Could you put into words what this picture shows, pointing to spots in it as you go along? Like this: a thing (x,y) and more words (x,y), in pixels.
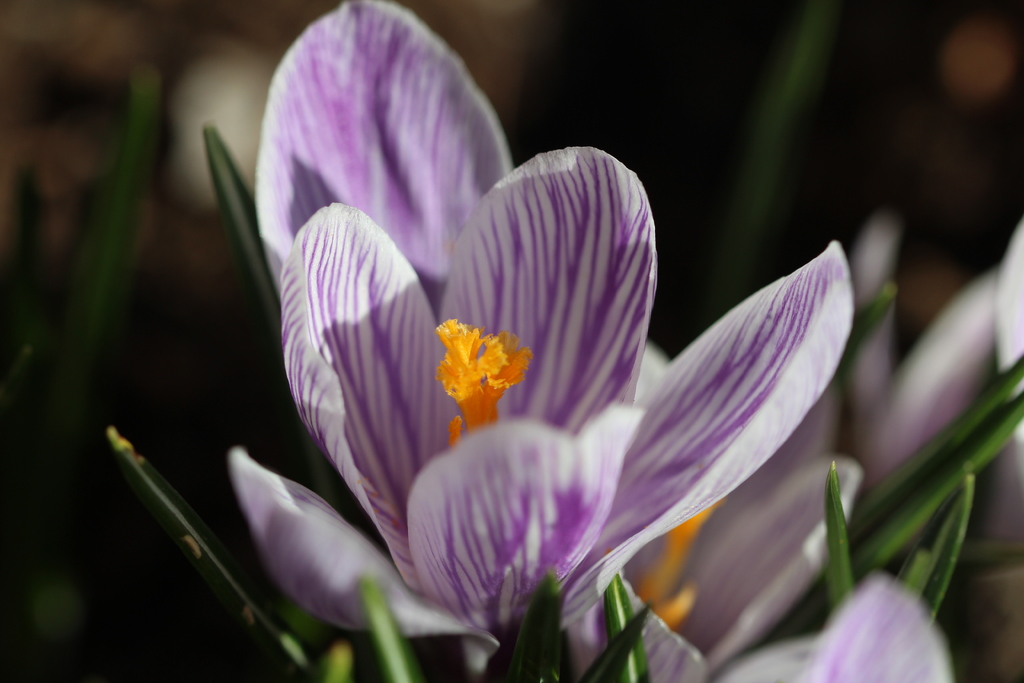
In this image we can see flowers (383,366) and leaves (806,604). In the background (493,37) the image is blur.
